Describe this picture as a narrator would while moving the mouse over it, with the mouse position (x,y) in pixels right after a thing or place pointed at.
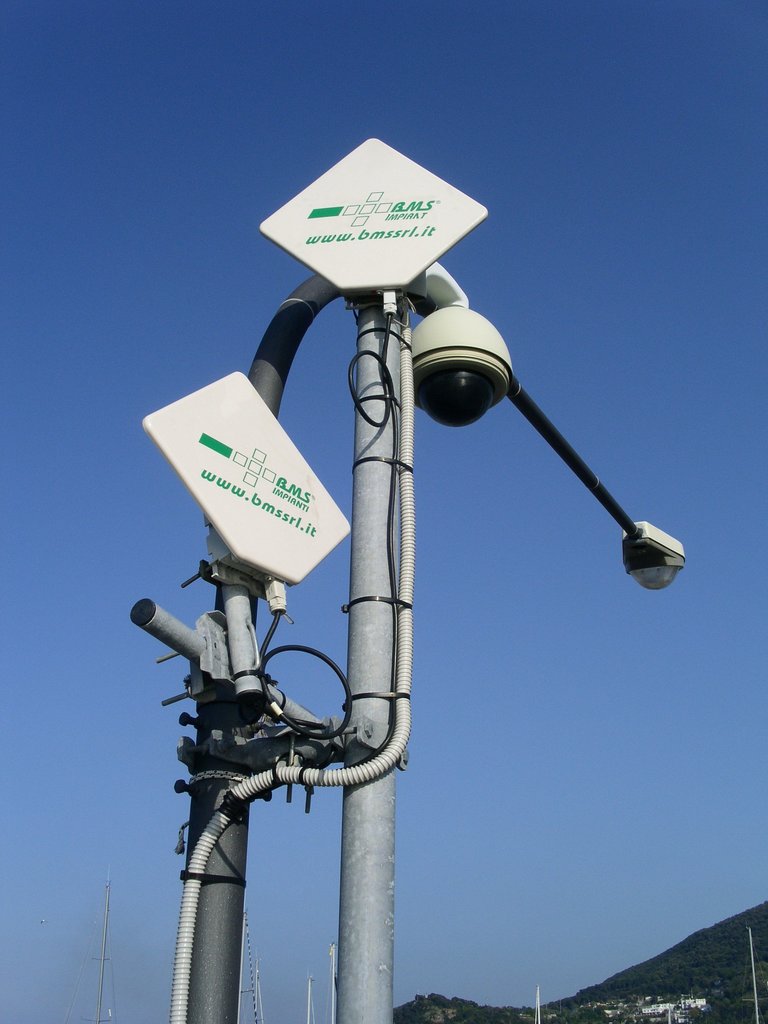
In this picture I can observe a pole (386,665). There are two white color boards (271,438) on the pole (396,537). There is a light (636,549) fixed to this pole (354,513). In the background (503,733) I can observe sky (174,200).
